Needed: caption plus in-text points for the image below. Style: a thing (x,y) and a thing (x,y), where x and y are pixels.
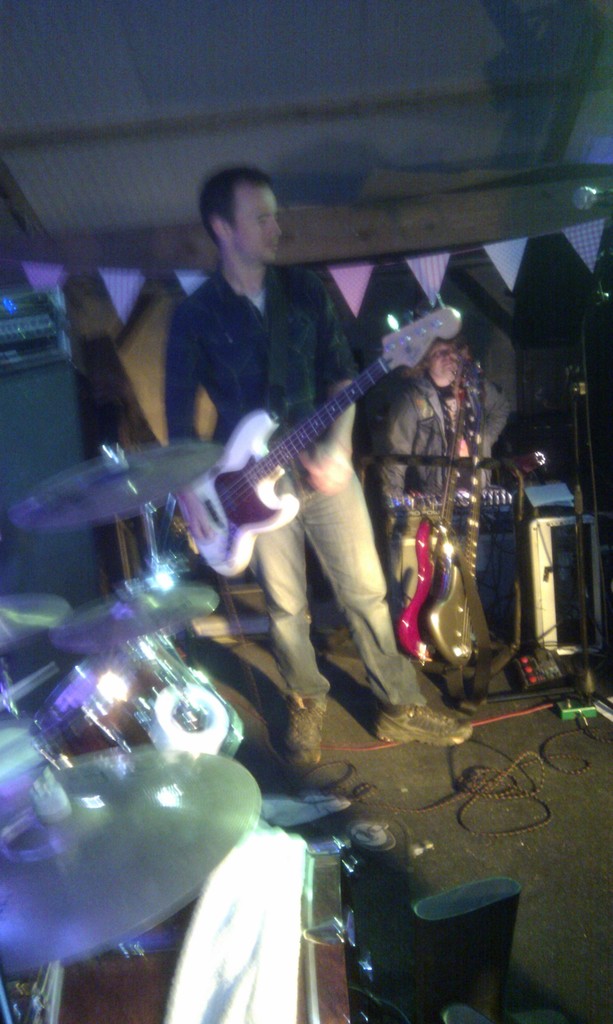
In the center of the image (348,554) we can see one person (336,541) standing and he is holding a guitar (237,498). On the left side of the image (96,797), we can see a few musical instruments (50,621). In the background (467,196) there is a wall (304,125), garland (57,273), one person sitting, few musical instruments (462,488), wires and a few other objects (3,417).
